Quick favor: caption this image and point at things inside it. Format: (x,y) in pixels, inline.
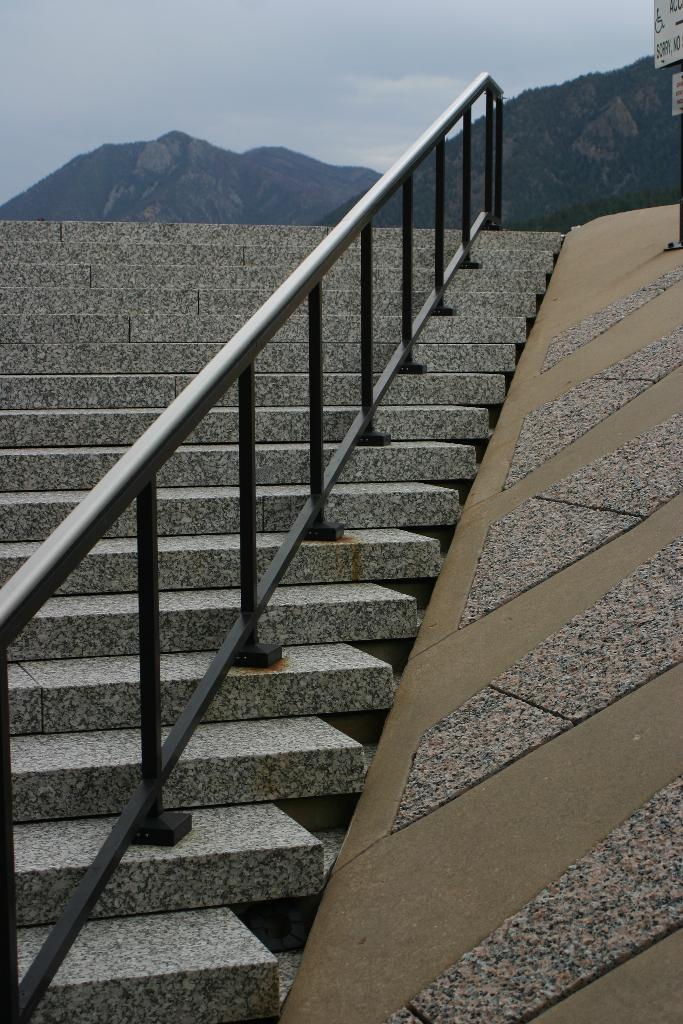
In this picture I can see the stairs (258,503) and railings (248,361). I can see hills (303,171) in the background (190,182). I can see clouds (357,144) in the sky (357,144).
